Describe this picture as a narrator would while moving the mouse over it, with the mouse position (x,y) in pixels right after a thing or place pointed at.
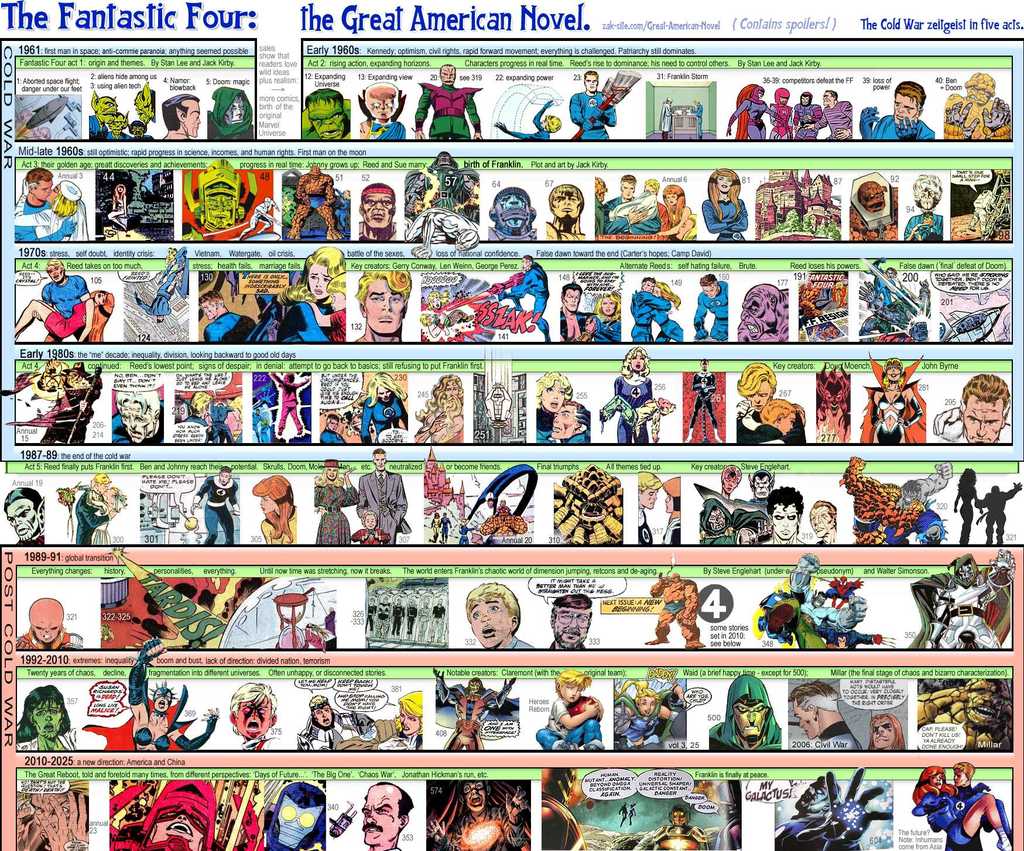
In this image I can see few cartoon picture (320,479) and they are in multi color and I can see something written on the image.
